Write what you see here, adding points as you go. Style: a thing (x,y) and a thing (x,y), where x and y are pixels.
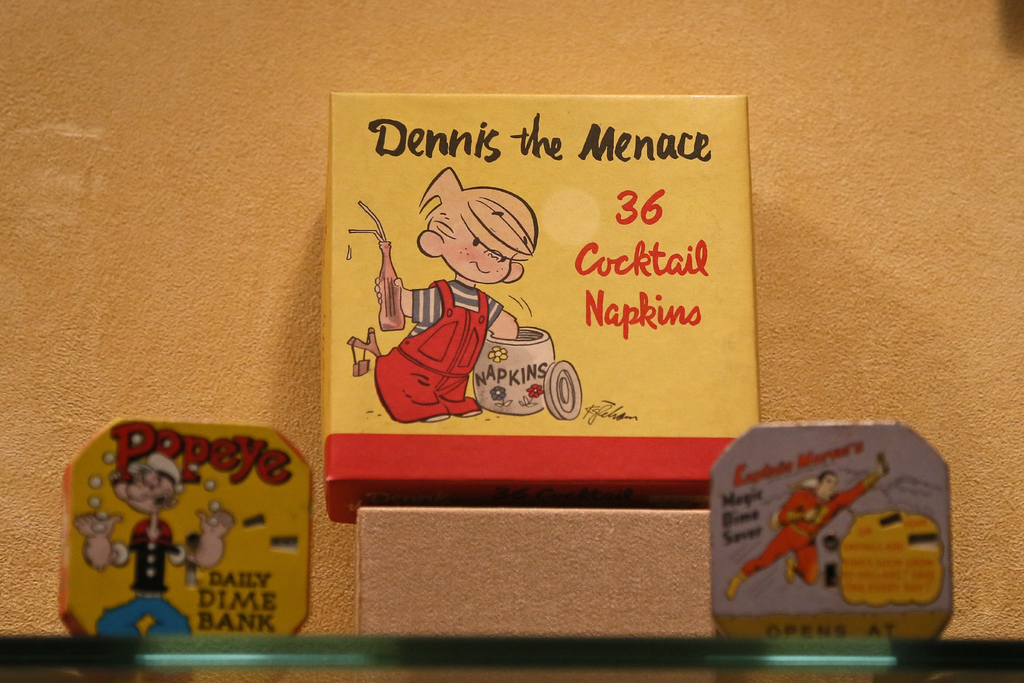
In this picture we can see two cards (838,579) in the front (270,587), in the background (236,223) there is a wall (783,286), we can see a box (688,283) in the middle (669,295), there is a cartoon image (436,308) and some text (608,269) on this box (583,186), we can also see text (802,461) on these cards (881,541).
